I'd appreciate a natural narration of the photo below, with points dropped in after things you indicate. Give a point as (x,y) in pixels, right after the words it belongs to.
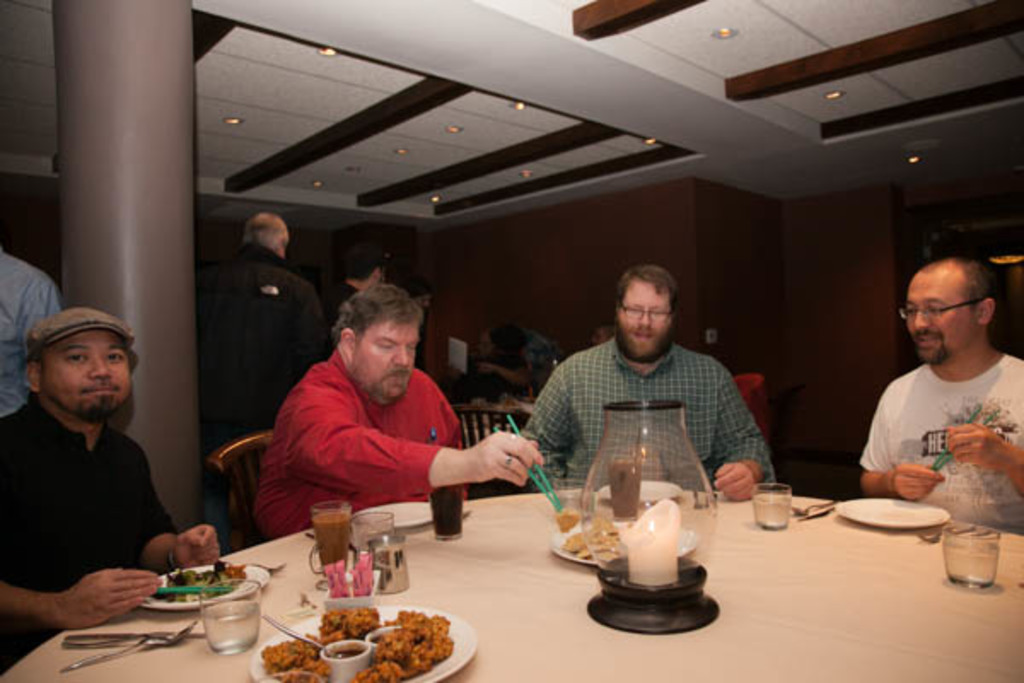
In this picture we can see a group of people (303,360) where four men (625,328) are sitting on chairs (248,445) and others are standing and in front of them on table (507,580) we have plate (314,630) with food item (357,635) in it, glass (255,621) with water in it, cups (327,527), candle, spoon (811,513), chopstick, fork (114,656) and in the background (135,101) we can see pillar (143,164), wall (498,233), chairs (507,404).
